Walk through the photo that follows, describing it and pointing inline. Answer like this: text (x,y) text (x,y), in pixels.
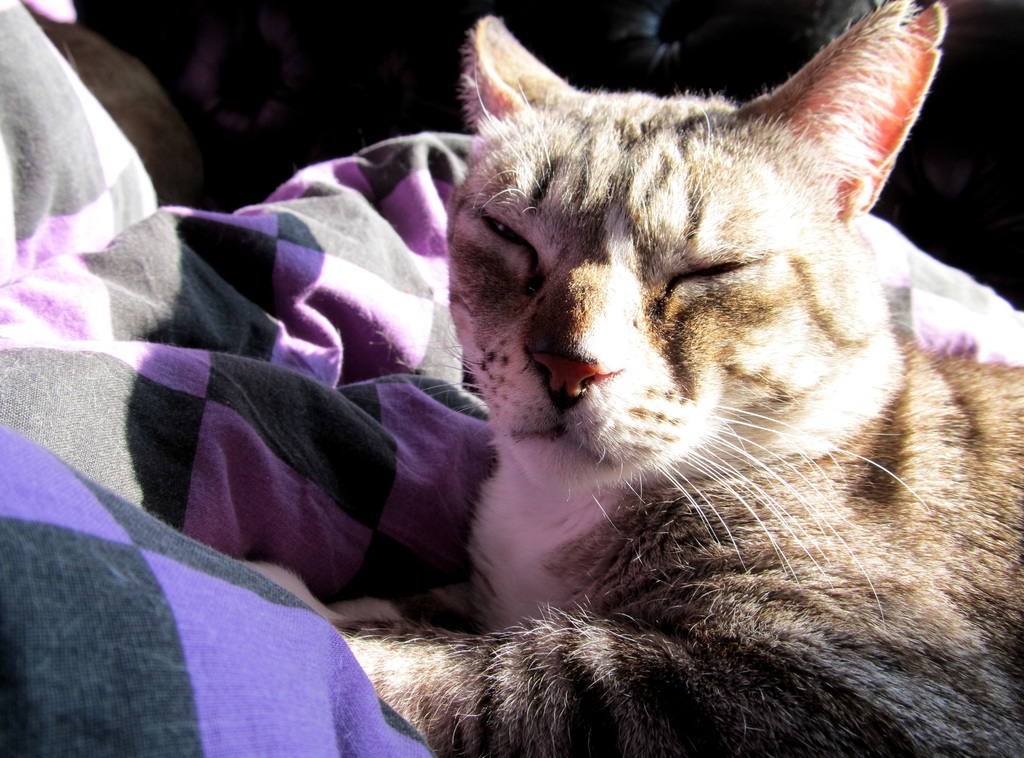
In the image we can see there is a cat (639,493) sitting and sleeping on the blanket (340,525).
